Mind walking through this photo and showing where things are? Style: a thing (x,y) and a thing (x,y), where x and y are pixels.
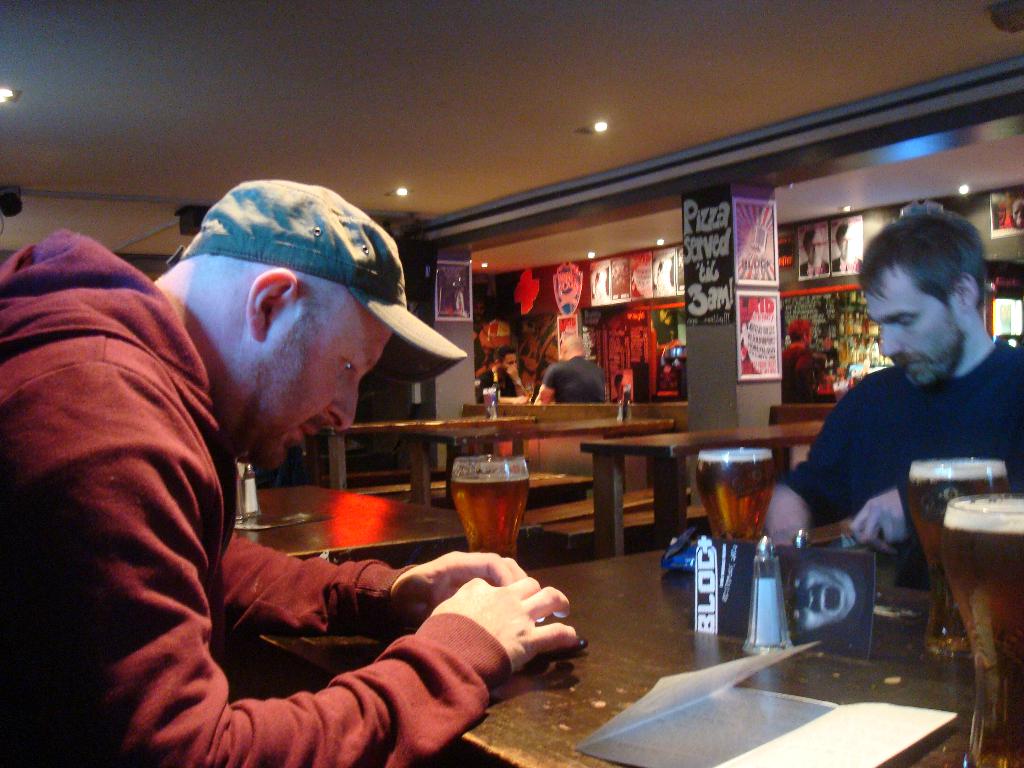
In this image I can see two men (1013,386) are sitting and here on this table (571,609) I can see four glasses (517,497). In the background (513,387) I can see few more people (587,390) and few tables (417,456).
